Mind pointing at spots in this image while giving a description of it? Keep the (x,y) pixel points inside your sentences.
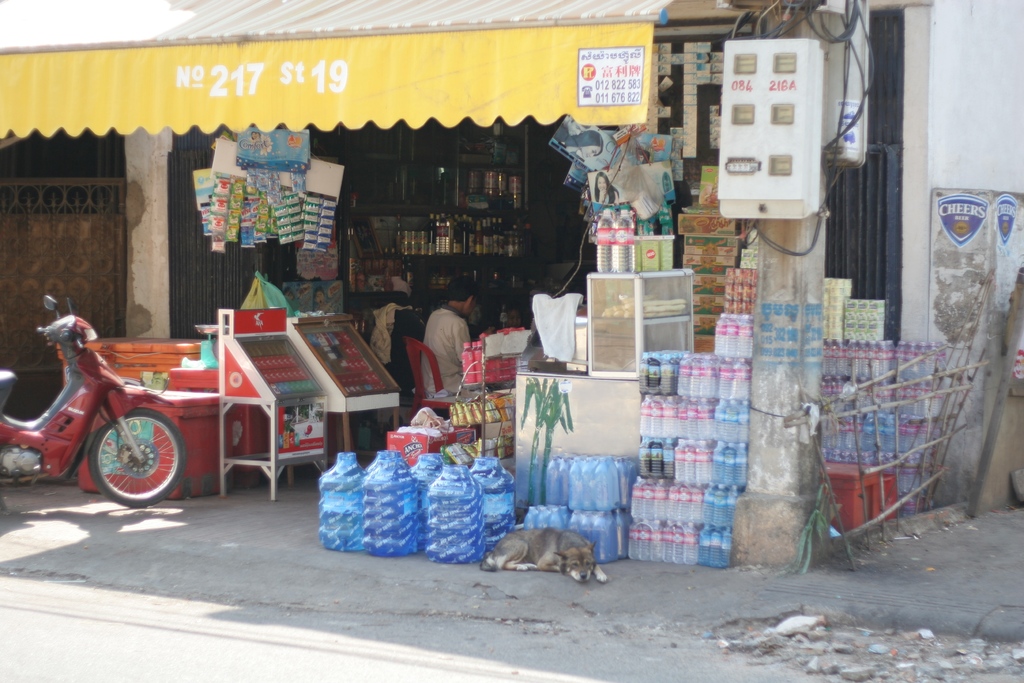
There is a bike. Here we can see water tins (502,470), bottles (599,477), glass boxes (248,463), racks (467,266), posters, packets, and a dog (553,543). There is a person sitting on a chair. Here we can see a box (703,243), board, and a gate (67,284). There is a wall (930,220).
